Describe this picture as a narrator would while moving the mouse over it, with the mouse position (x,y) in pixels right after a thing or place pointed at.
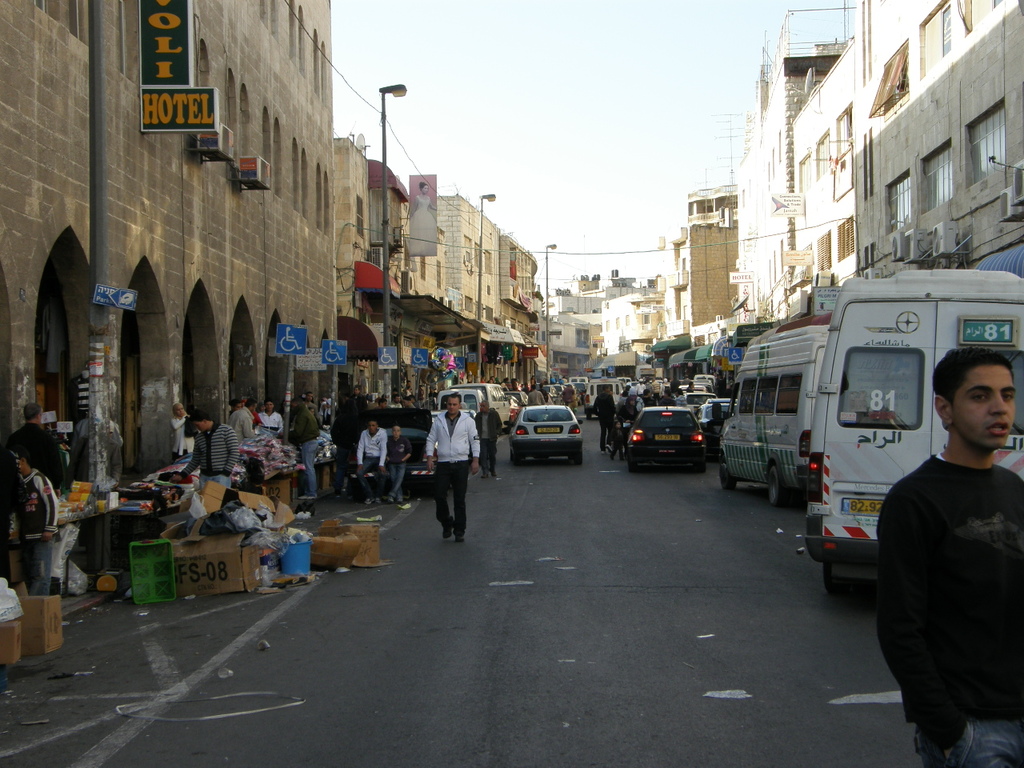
In this image we can see some people (666,388) on the street (633,511) and there are some vehicles (572,422) on the road (706,556). On the left side (323,534), we can see some stalls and there are some objects (13,609) on the road (79,632) and we can see few pole lights (548,305). There are some buildings (215,360) and we can see boards (421,359) with symbols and at the top (678,86) there is a sky (688,112).
